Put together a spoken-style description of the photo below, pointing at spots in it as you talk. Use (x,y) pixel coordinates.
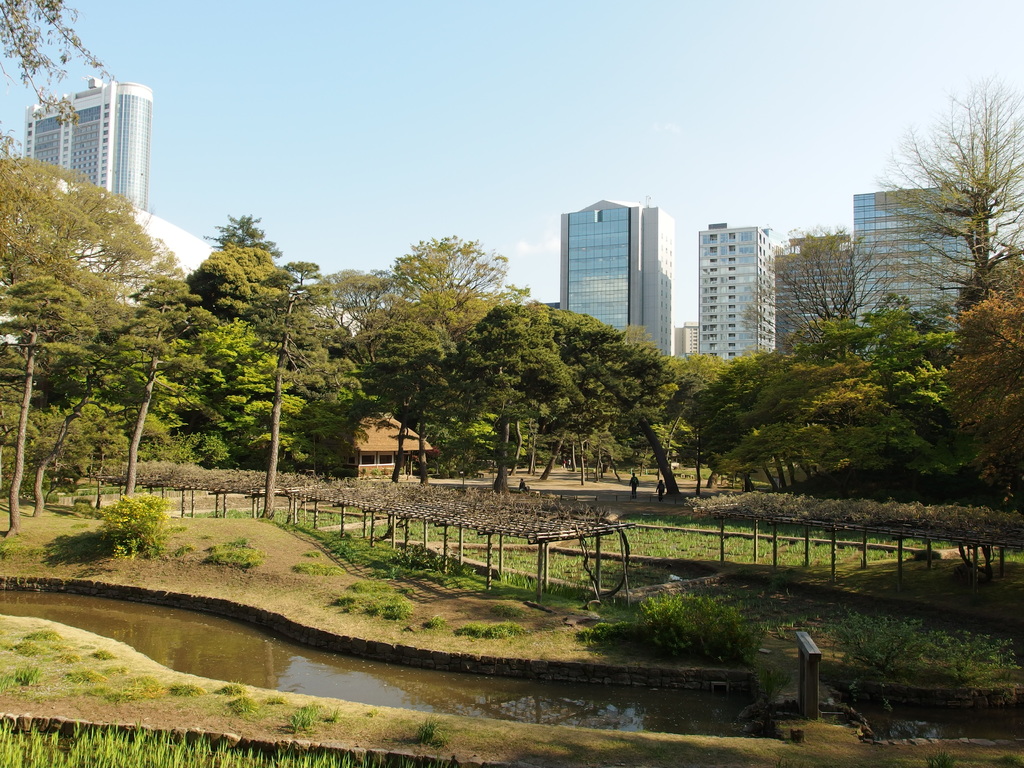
In this image I can see trees (448,454), water (204,647), plants (439,570) and the grass (426,570). In the background (514,269) I can see buildings (702,304) and the sky (404,170).
